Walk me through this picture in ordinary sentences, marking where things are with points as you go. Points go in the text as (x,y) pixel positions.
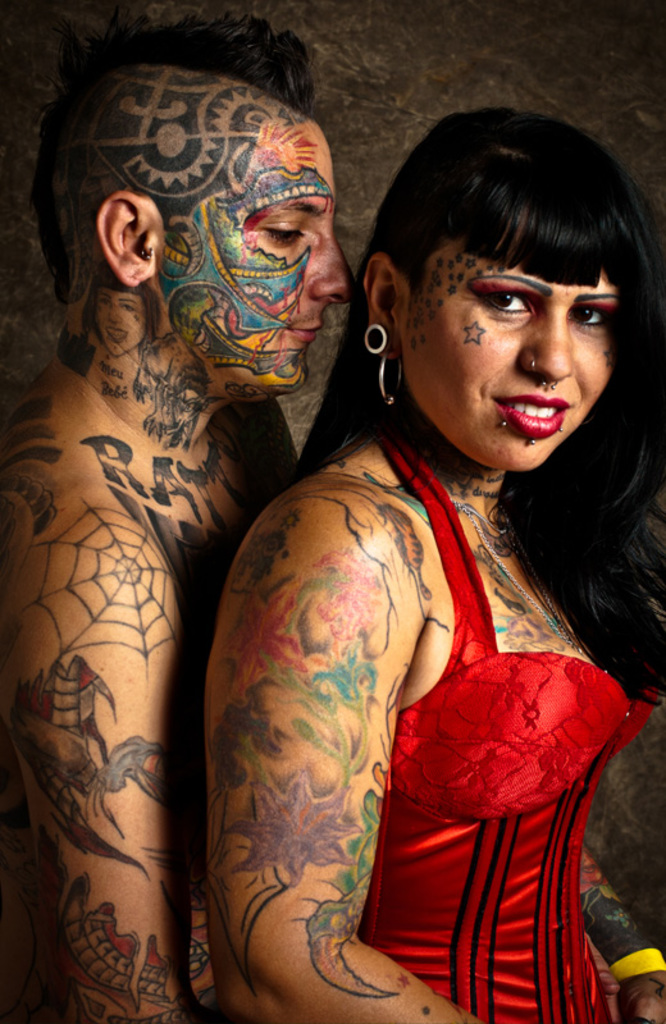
In this image, we can see people (319,448) wearing tattoos (243,322) and in the background (433,44), there is a wall (527,50).
